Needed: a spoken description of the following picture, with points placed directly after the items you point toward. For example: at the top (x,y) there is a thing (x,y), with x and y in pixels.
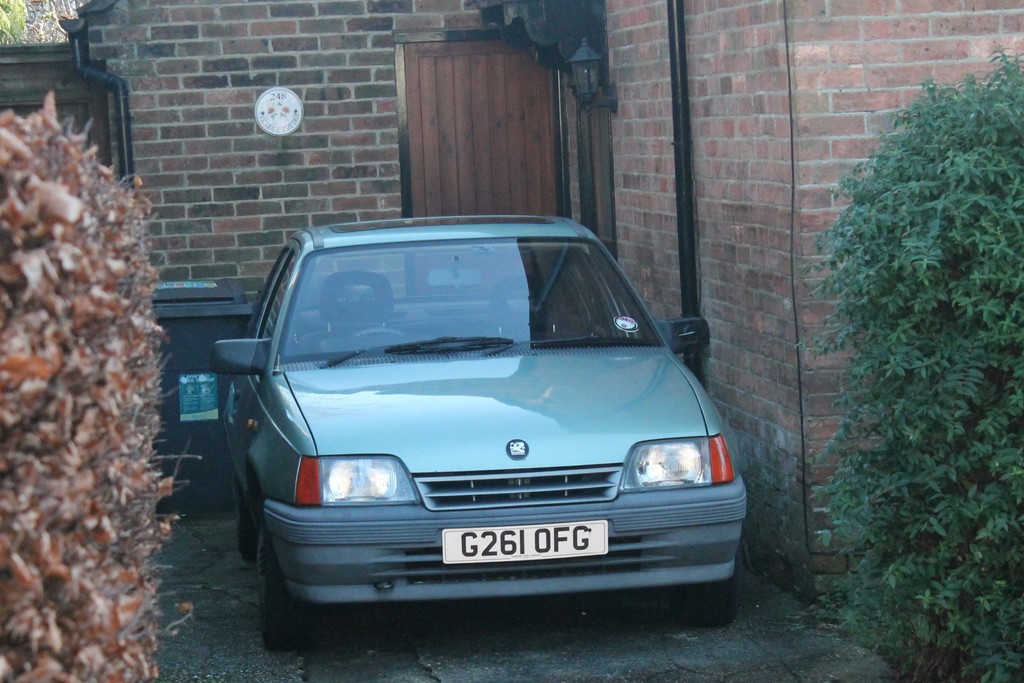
In this picture we can see a car (367,505) on the ground (243,650), bin (211,339), pipes (690,174), door (483,159), wall (659,150), trees (62,246).
